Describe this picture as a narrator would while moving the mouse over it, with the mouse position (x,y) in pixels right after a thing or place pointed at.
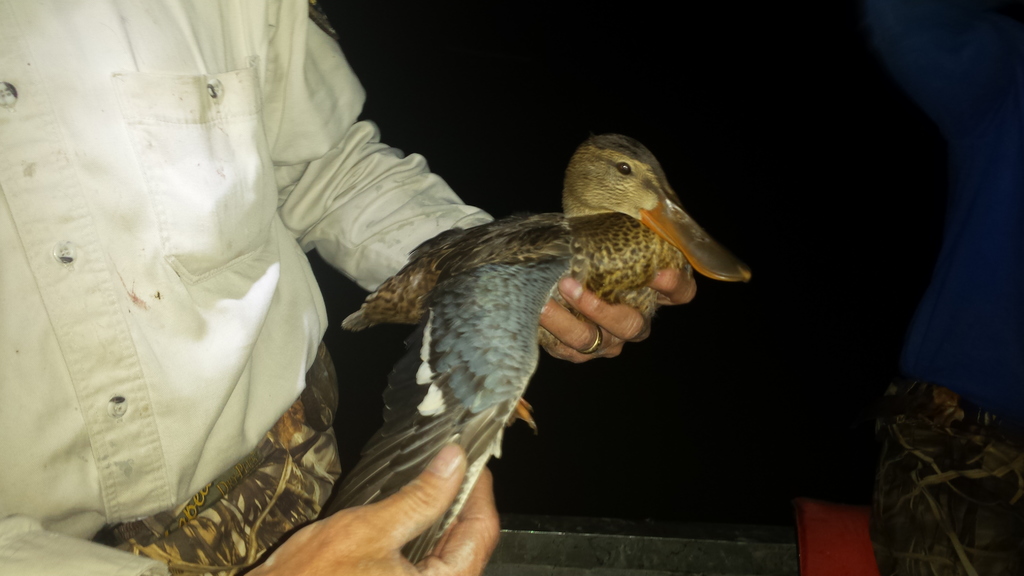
In this image I can see a person (322,531) holding a bird (450,263). There is a black background (756,30).
